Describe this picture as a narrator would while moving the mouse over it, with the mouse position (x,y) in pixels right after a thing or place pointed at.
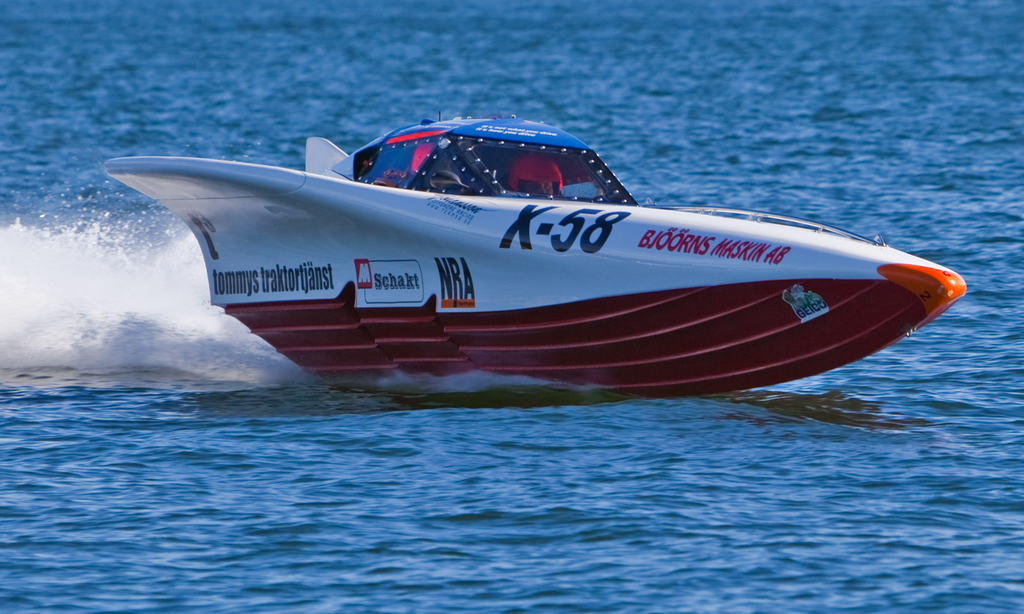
In this image we can see a boat (477,353) on the water (709,106).
